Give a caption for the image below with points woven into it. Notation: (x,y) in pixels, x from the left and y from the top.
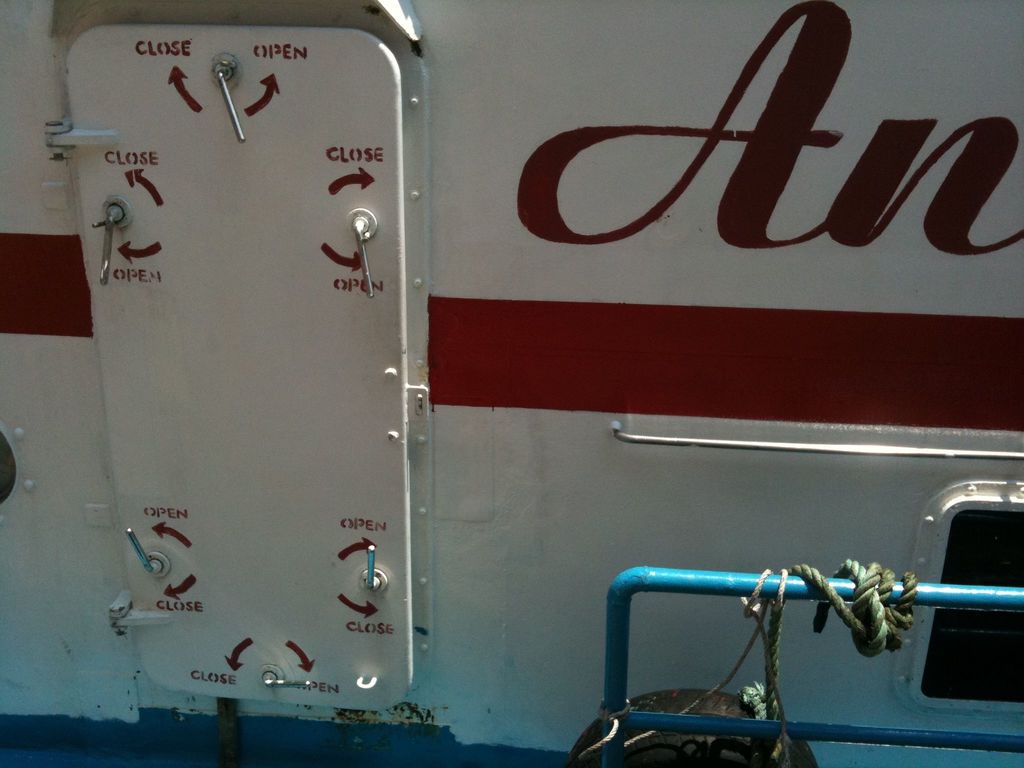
Bottom right side of the image (1023,752) there is a fencing (621,641), on the fencing (621,626) there is a rope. Behind the fencing (634,577) there is a vehicle (301,543).
